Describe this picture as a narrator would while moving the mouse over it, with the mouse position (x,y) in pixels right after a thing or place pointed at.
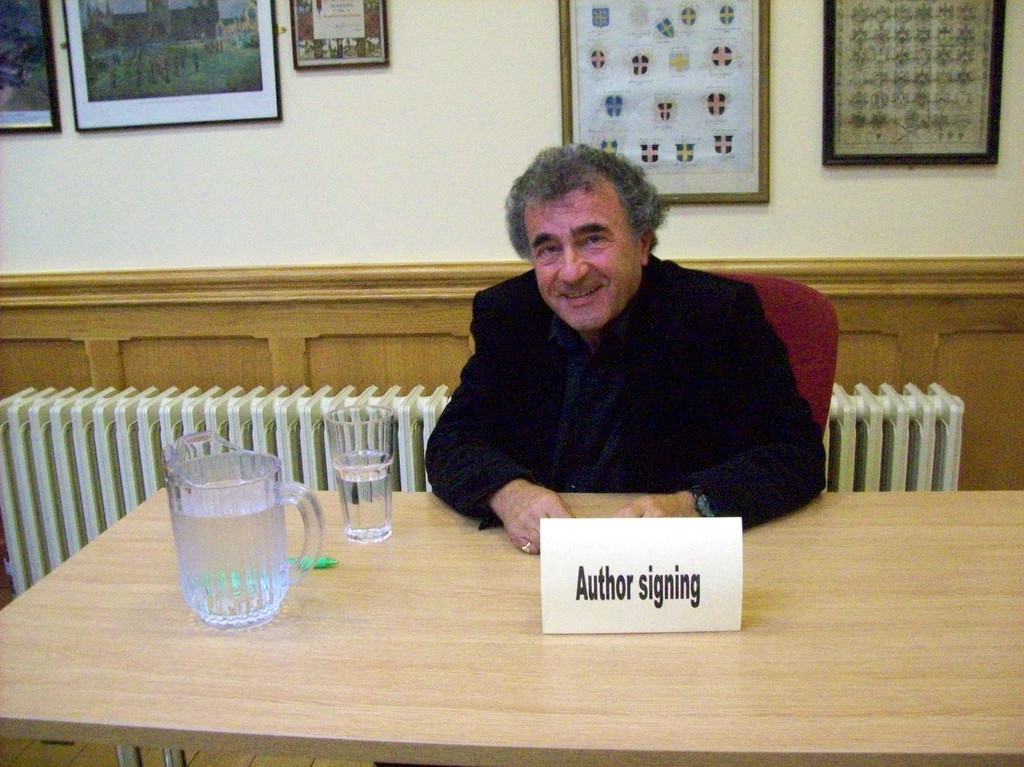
In center (617,381) we can see man (624,318) sitting on chair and he is smiling. In front of him we can see table (413,559), on table (495,687) we can see glass (366,465) and mug (222,501). And back there is a wall (474,88) and photo frame (637,92).
